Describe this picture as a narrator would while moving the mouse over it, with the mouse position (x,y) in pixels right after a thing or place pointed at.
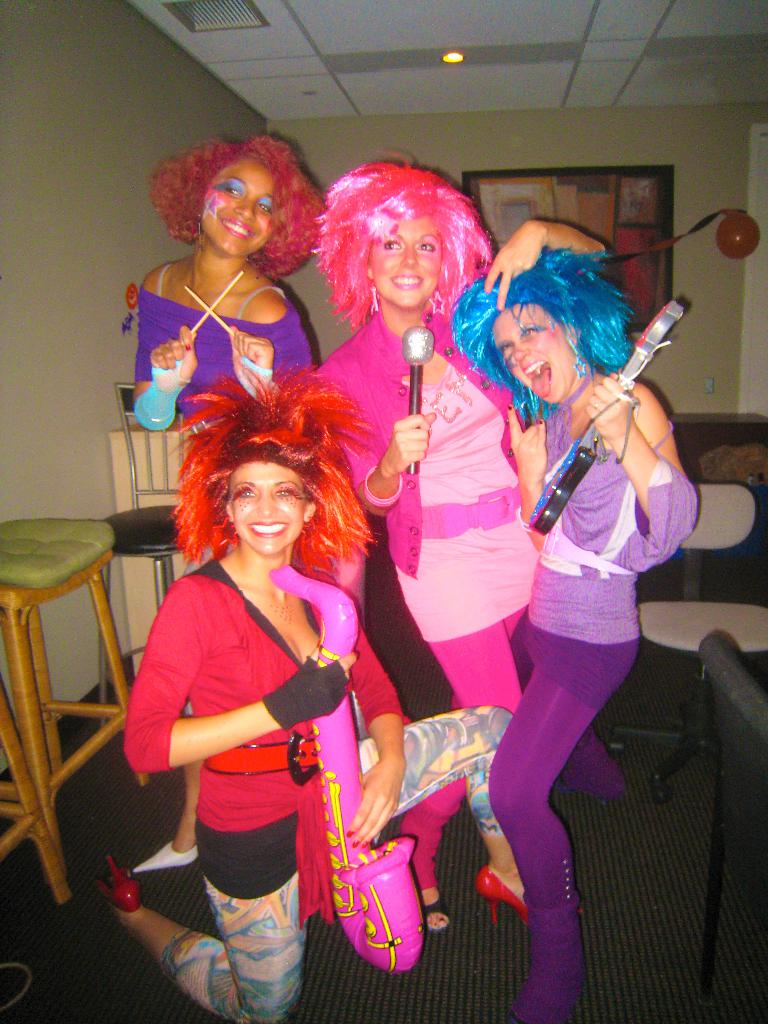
In this picture we can see four girls (478,535) here, on the left side (130,542) there is a chair (165,566), we can see a wall (664,139) in the background (644,166), there is a portrait (626,214) and a balloon (738,229) here, we can see the ceiling (543,80) at the top of the picture (446,58), there is a light (453,52) here.
